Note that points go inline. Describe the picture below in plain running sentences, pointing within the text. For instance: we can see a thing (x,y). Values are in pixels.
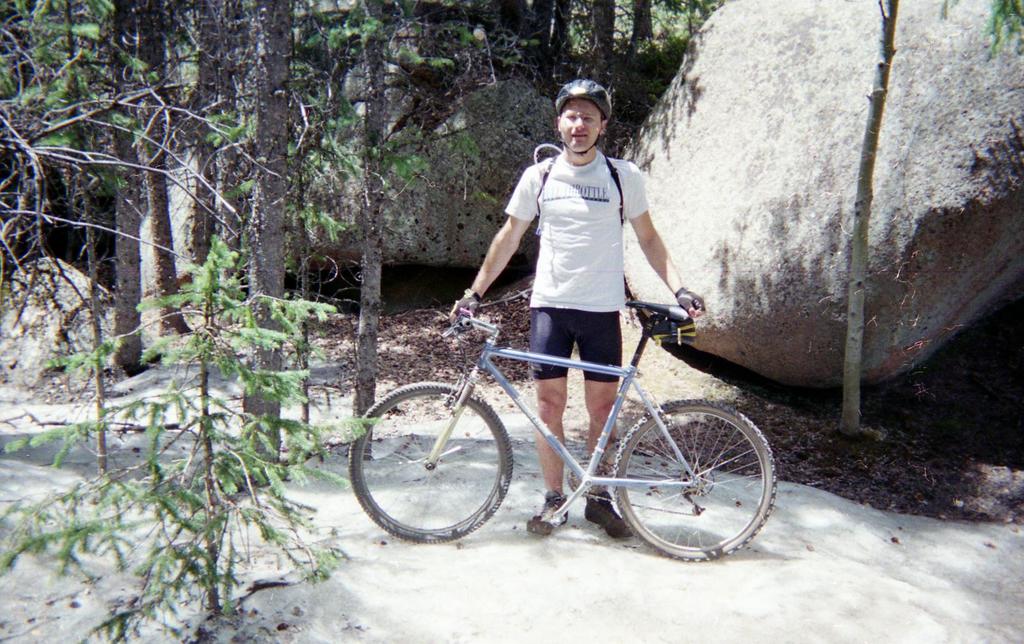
In this image I can see person (565,228) wearing a white color t-shirt (622,231) and black color helmet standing in front of the bi-cycle (740,459) and the bi-cycle (691,470) is kept on the floor (508,606) and on the right side (943,87) i can see a stone (930,84) and in the middle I can see trees (59,4).
